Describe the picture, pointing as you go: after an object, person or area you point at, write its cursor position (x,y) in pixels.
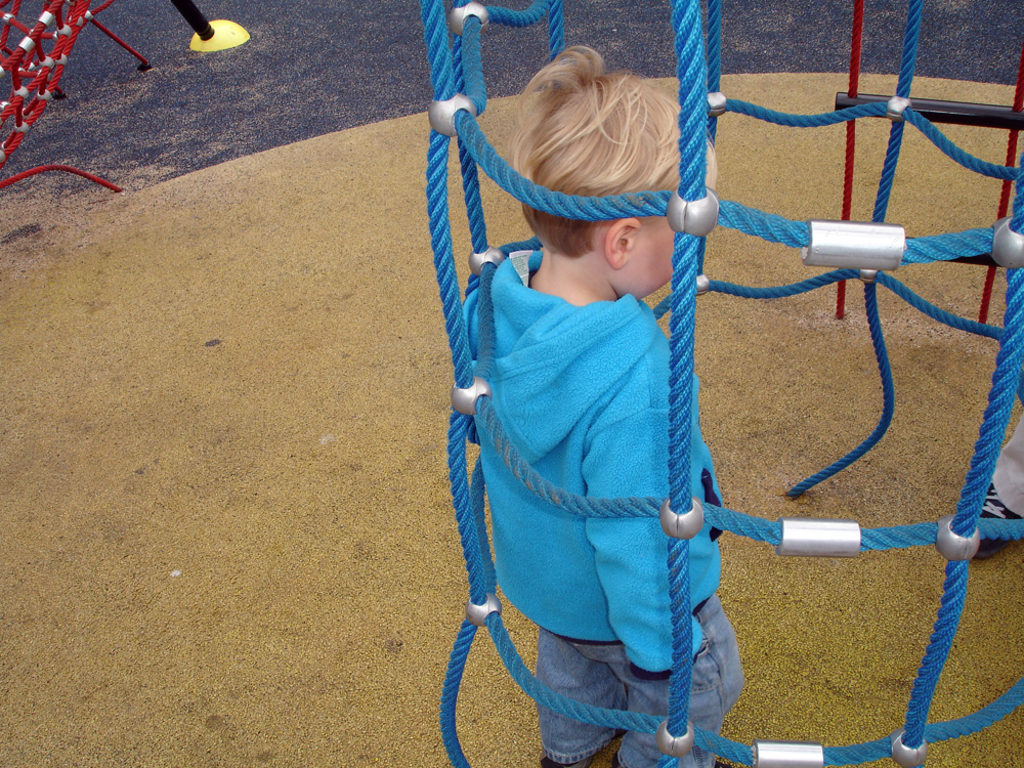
In this image there is a boy (576,549) standing behind the ropes (616,498). Left top there is an object (54,72) on the land (201,522).
